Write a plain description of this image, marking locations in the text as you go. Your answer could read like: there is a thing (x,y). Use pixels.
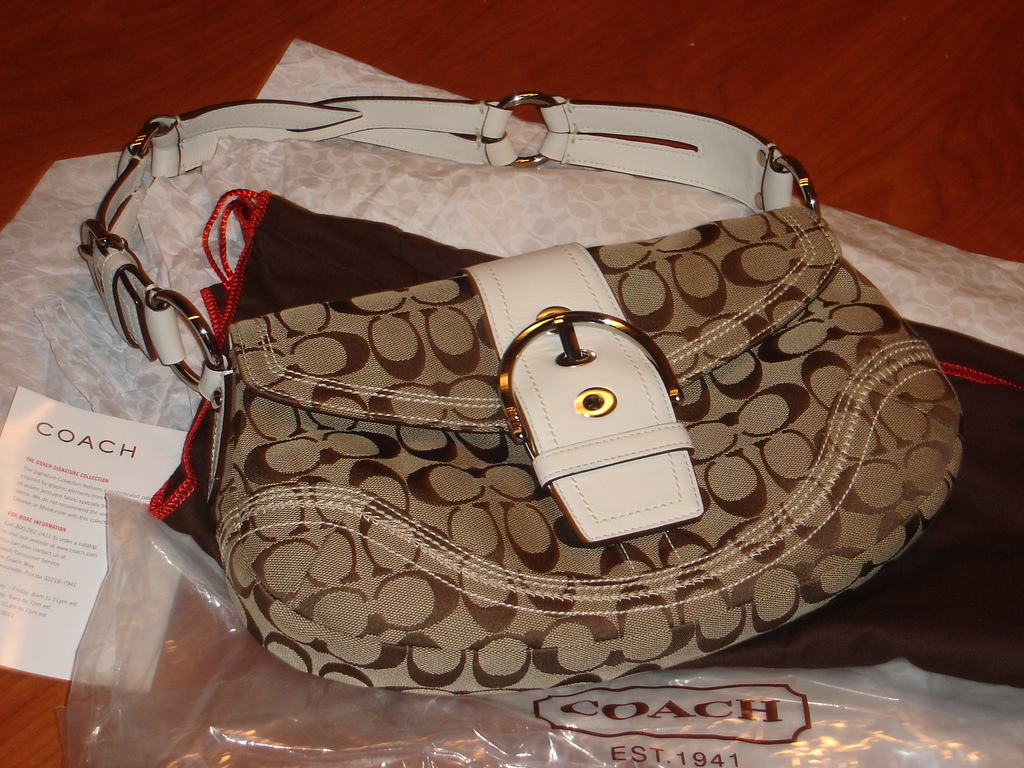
There is a bag (349,314) on the table (948,9). This is paper (109,487) and there is a cover (820,703).
